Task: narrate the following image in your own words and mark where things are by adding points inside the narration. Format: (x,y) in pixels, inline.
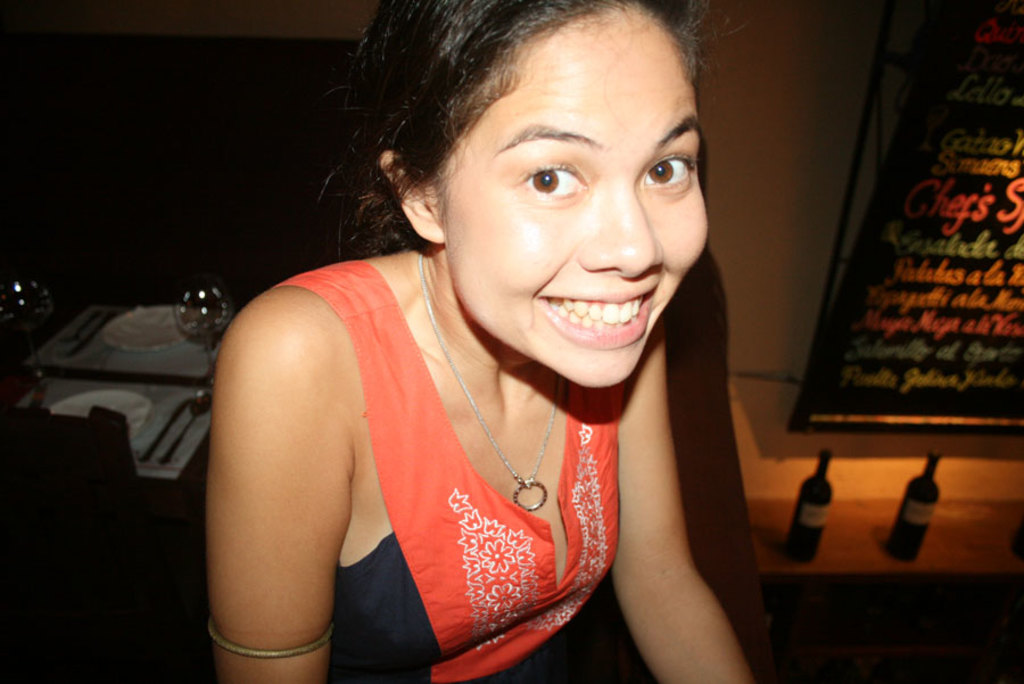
In the image there is a woman (607,217) in the foreground (588,419) and behind her there is a table (73,386), on the table (57,377) there are glasses (192,321), plates (97,401), spoons (175,421) and on the right side (810,486) there are two bottles (903,506), behind the bottles (827,496) there is a wall (783,424) and there is a board (843,352) in front of the wall (784,402) with some text (880,320).
